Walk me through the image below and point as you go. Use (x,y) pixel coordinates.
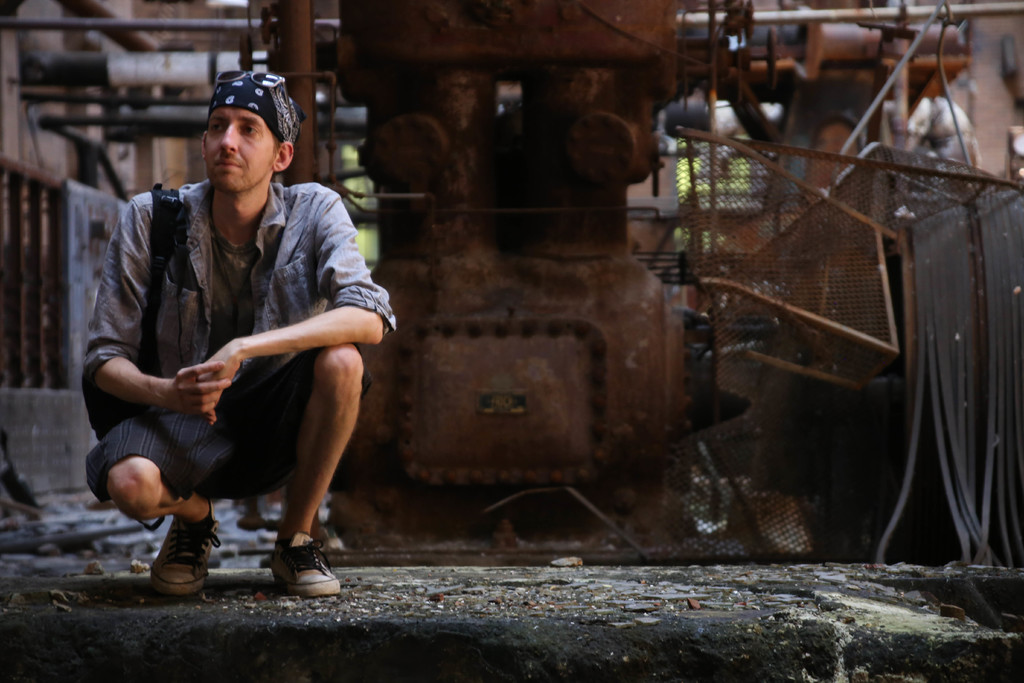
On the left side (198,268), we see a man (198,278) is wearing a black bag (152,343) and he is in squat position. Behind him, we see a transformer (441,289) and the fence (860,349). At the bottom (769,578), we see the pavement (780,587). On the left side (41,196), we see the iron railing (25,193). There are poles (295,43), iron rods (300,76) and trees (356,156) in the background (831,154). This picture is blurred in the background (531,231).
